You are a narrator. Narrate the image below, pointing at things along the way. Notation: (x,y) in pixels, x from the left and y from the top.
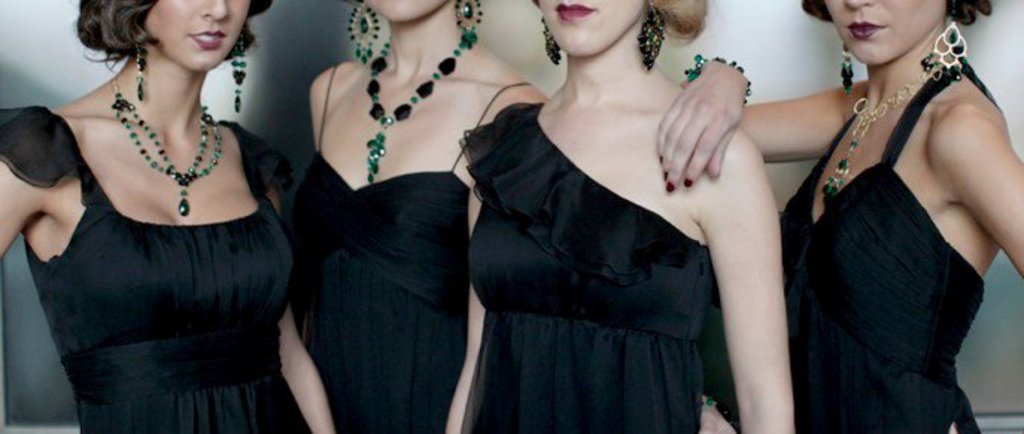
In this picture we can see four women (841,356) wore black dresses (449,260) and standing and in the background (487,47) see wall (825,43).
